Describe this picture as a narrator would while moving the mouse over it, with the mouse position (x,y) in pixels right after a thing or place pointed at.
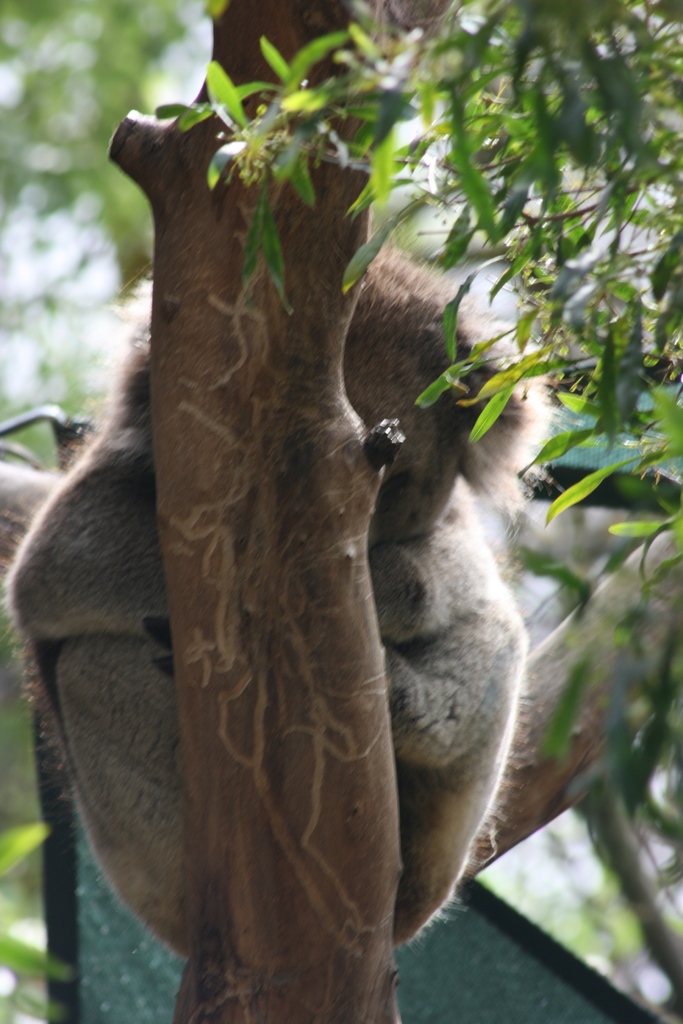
This picture is clicked outside. In the foreground (325,809) we can see the tree (337,838) and an animal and some other objects (512,1021). In the background (89,136) we can see the green leaves (109,3) and some other objects (171,1020).
